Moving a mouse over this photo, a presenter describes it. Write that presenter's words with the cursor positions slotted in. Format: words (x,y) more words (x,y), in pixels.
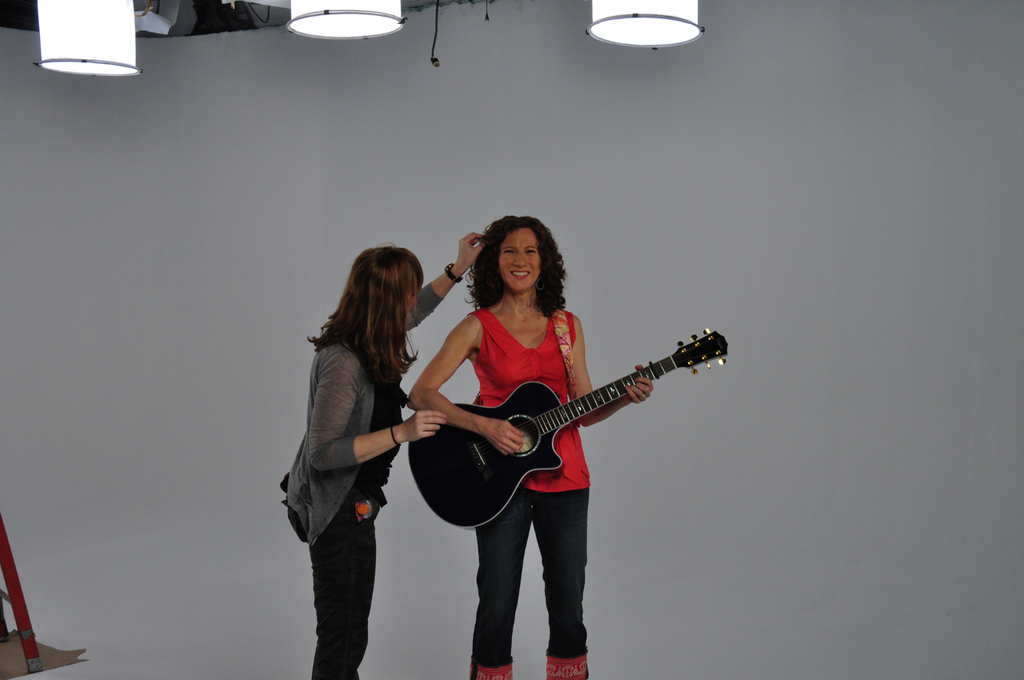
As we can see in the image there are lights (80,37), two people (492,342) standing over here and this woman (429,380) is holding guitar (534,438).
